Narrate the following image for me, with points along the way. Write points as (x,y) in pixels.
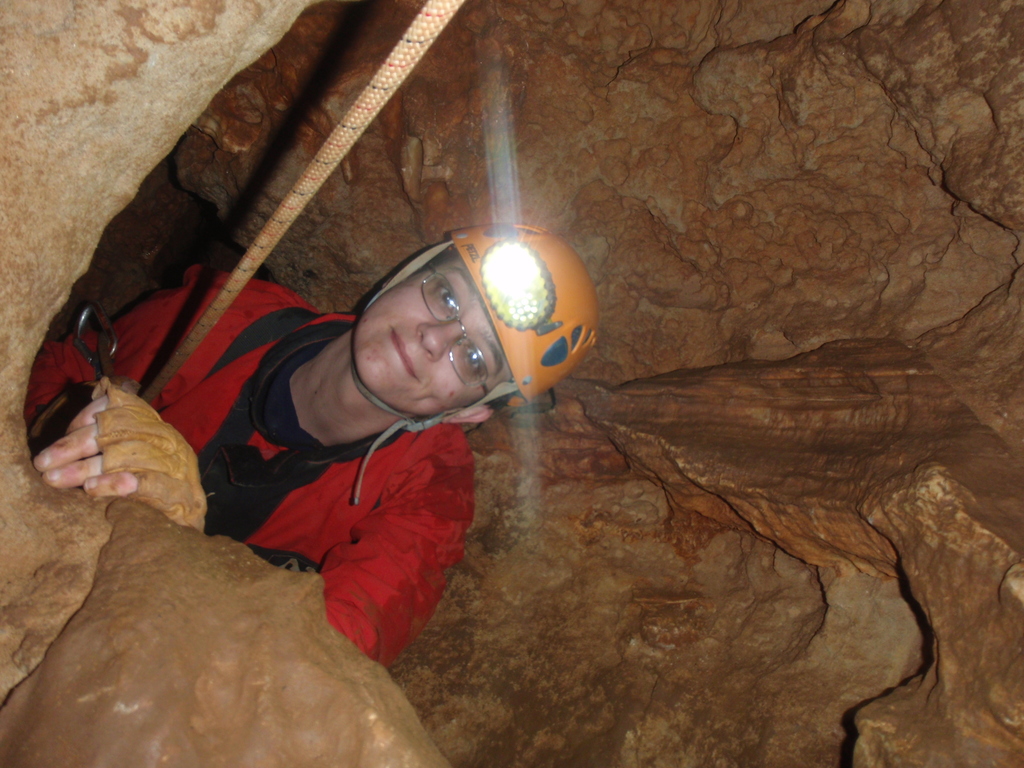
In the middle of the image (559,287) a woman (551,339) is smiling and she is in the cave (834,333).
